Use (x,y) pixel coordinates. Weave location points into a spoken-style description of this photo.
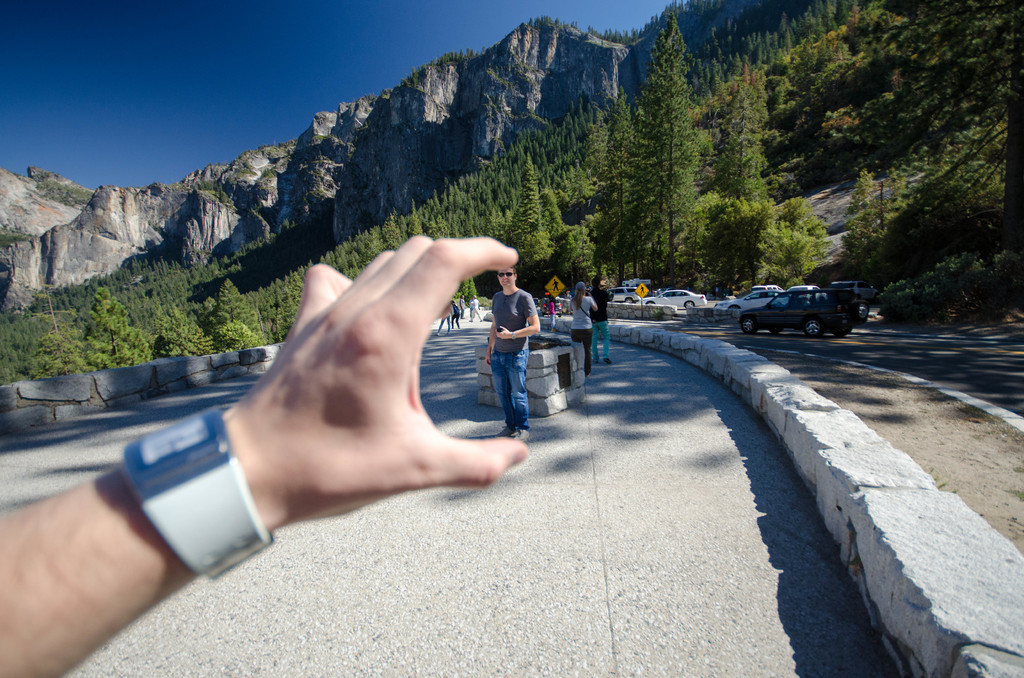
In this image in the foreground (207,476) there is a hand (148,543) with a watch (231,507). In the background (516,328) there are many people (579,313), cars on the road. In the back (724,223) there are hills (213,174), trees (706,235). The sky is clear.
